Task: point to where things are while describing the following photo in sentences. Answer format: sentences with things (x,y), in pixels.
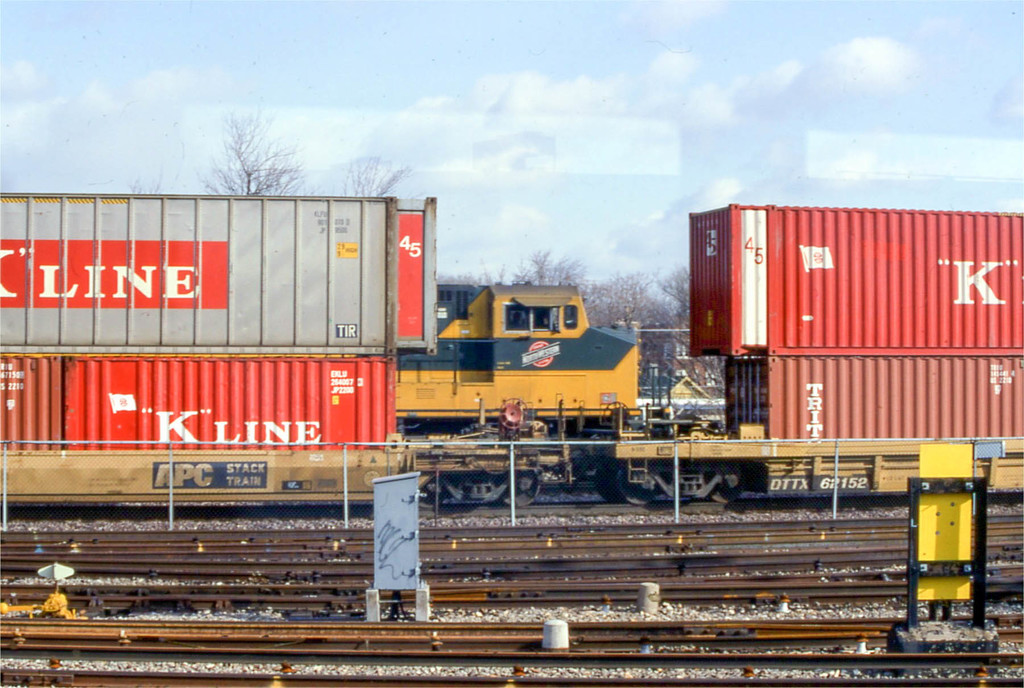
We can see railway tracks (639,571), stones (587,617), boards (376,515) and fence (376,443). We can see trains (369,471). In the background (641,380) we can see trees (649,314), building (700,374) and sky (611,130).
